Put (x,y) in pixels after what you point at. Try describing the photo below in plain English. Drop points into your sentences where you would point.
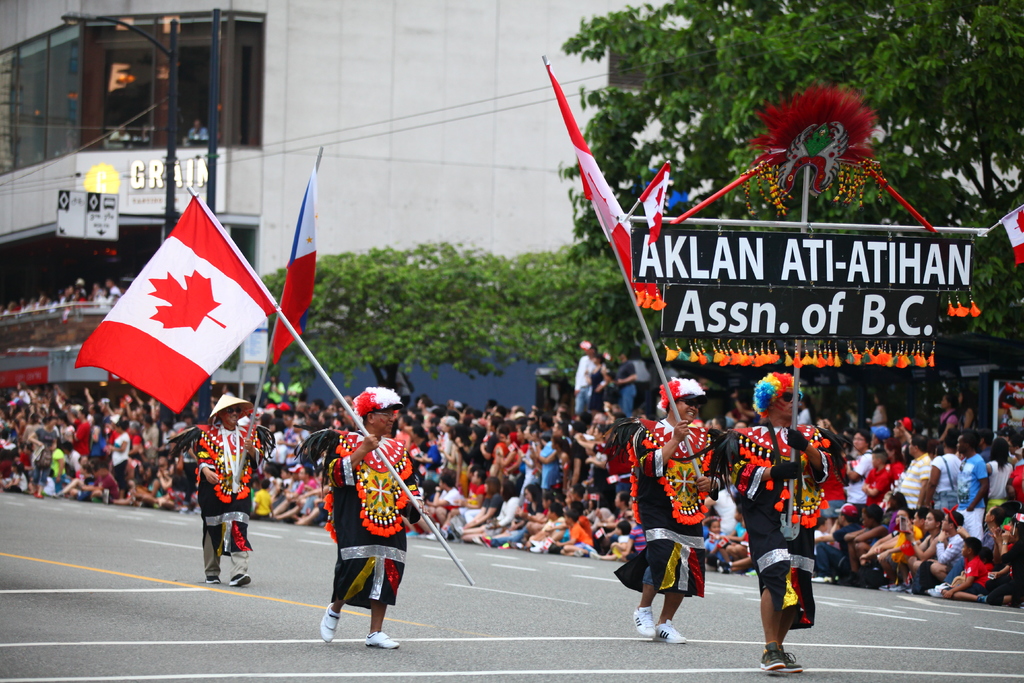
In this picture this people (232,423) are celebrating some festival. Over here this people (235,407) are holding Canada flag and background (21,450) all this people (70,483) are enjoying.
